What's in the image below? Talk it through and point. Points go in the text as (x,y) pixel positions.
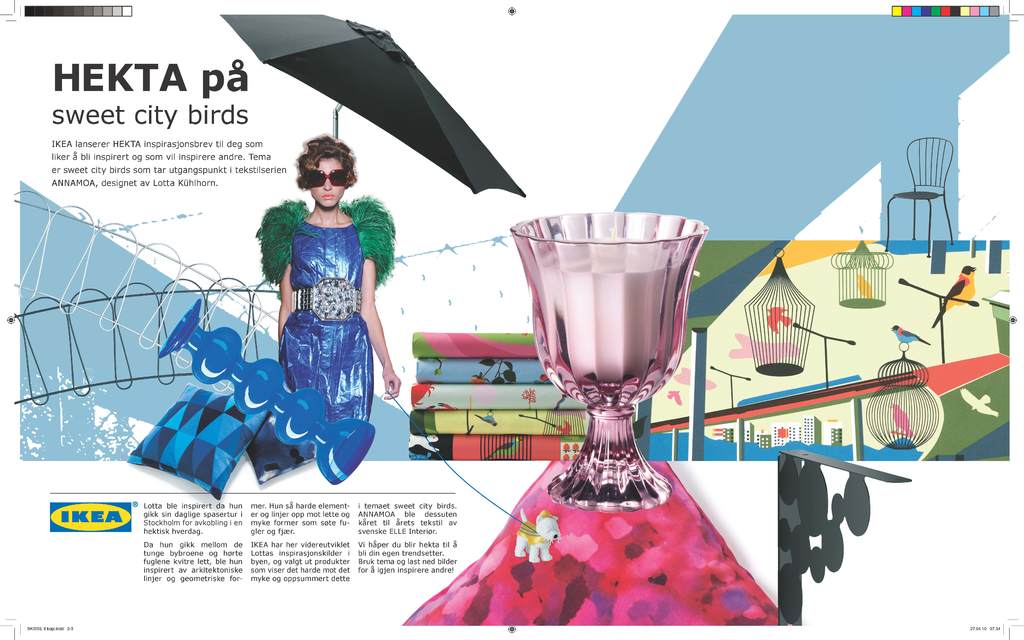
This is a poster. In this poster, we can see there are images of a woman (306,165), a glass (577,477), pillows (640,513) and books (434,395), there are paintings (785,416) of birds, cages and other objects (933,193) and there are texts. And the background of this poster is white in color.
